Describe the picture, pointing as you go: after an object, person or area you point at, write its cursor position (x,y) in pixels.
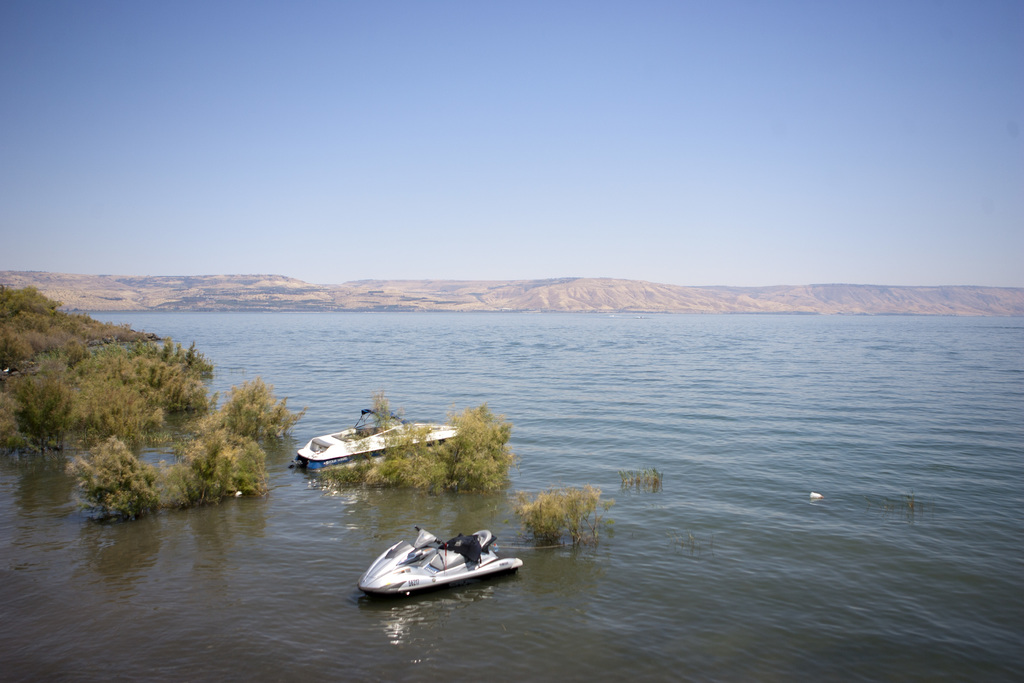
This picture consists of two boats (421,578) in the water (637,445) and trees (36,358). In the background (931,233), I can see mountains (635,286) and the sky (519,244).
